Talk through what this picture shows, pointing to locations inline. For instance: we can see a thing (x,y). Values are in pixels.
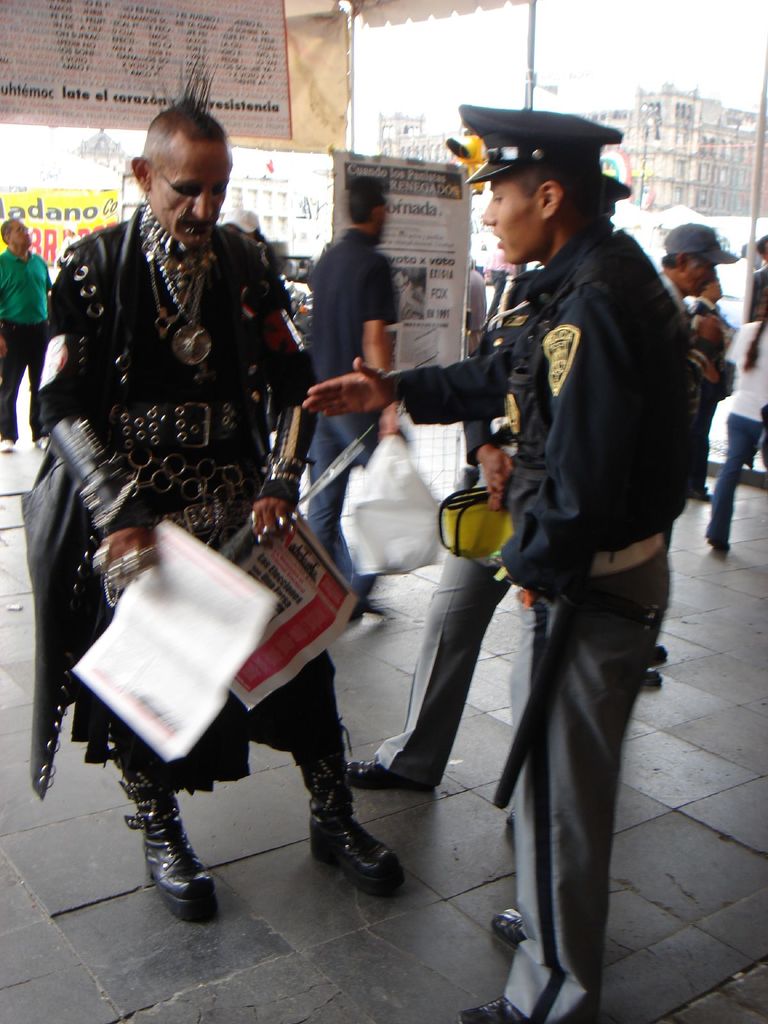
On the right (669,475) there is a policeman (591,648) who is standing near to the old man (182,118) who is holding posters (281,600). Beside them we can see another man (397,424) who is holding plastic cover (390,511) and walking near to the advertisement board (423,305). In the background (64,215) we can see the banners (64,215), vehicles (298,278), buildings (700,194) and street lights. At the top right corner (599,28) there is a sky (679,25).
